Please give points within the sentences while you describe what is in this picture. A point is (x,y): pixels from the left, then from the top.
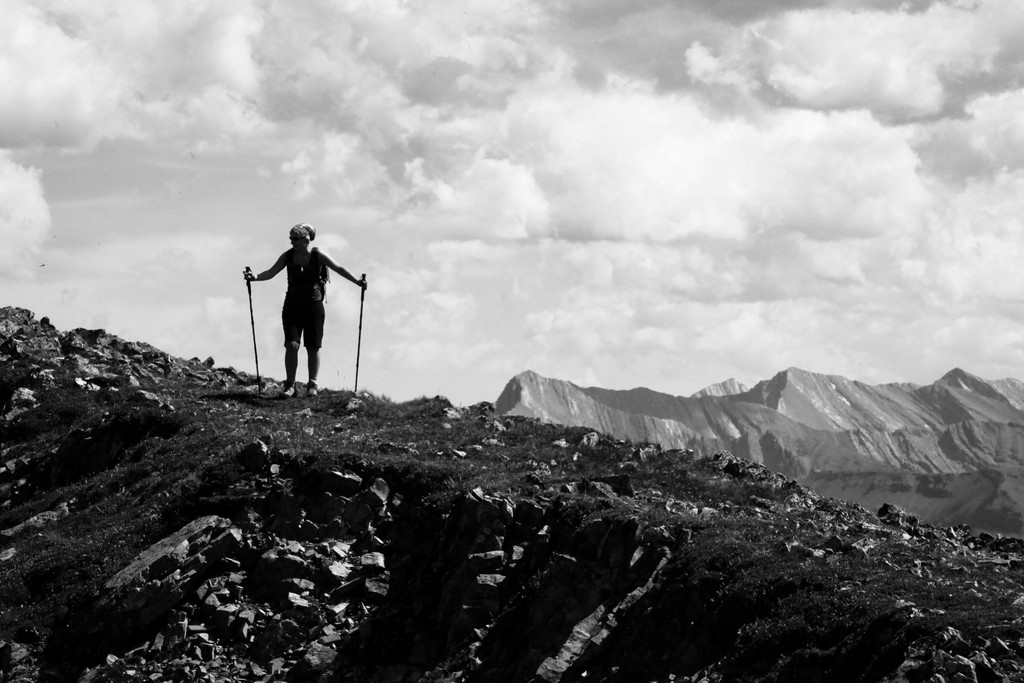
In the middle of the image (365,284) we can see a person (351,274) is standing and the person (285,335) is holding sticks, in the background (777,414) we can see hills (719,427) and clouds (544,229), it is a black and white photography.
